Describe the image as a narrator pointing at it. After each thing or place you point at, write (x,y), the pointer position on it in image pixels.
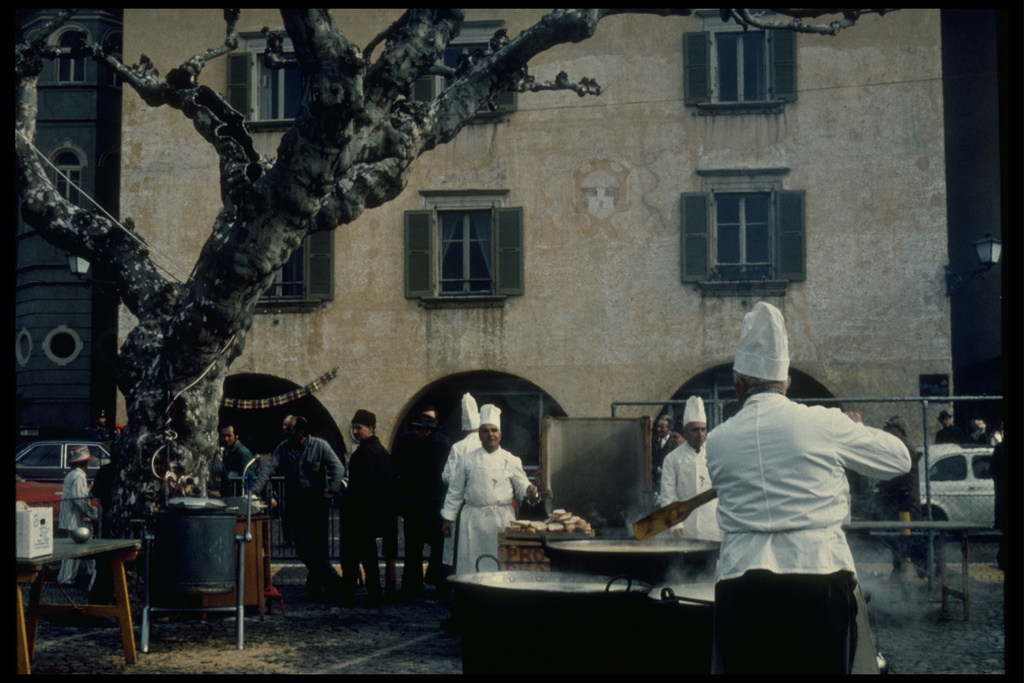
In this image there are some persons (457,544) standing in the bottom of this image (475,500) and there is a tree (212,306) on the left side of this image (226,313) and there is a building (563,290) in the background (695,277). There are some tables (92,543) are kept in the bottom left corner of this image (75,607). There is a car (57,474) on the left side of this image (100,459) and one more car (949,462) on right side of this image (958,483) as well. There are some object (609,590) kept in the bottom of this image (565,593).
